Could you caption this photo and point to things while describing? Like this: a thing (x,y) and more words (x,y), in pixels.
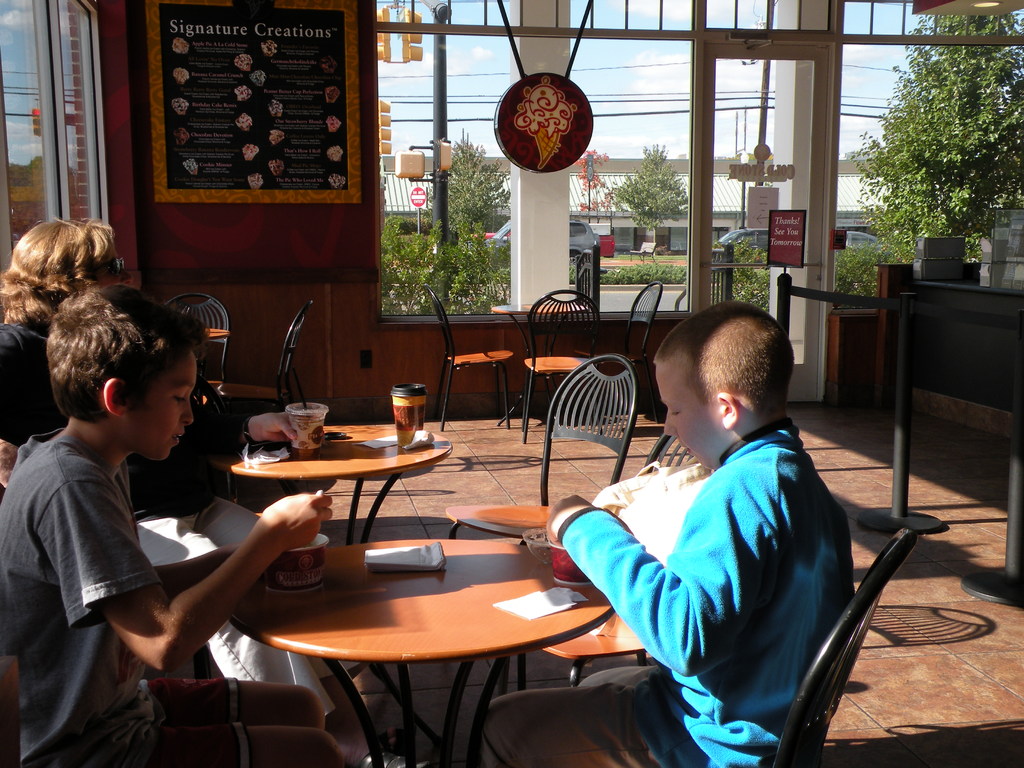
It is an ice cream shop (169,283). there are two boys (122,351) sitting on the chairs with table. And beside them there is one woman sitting on chair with glass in her hand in background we can see one window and door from that window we can find the trees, wires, car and the sky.
